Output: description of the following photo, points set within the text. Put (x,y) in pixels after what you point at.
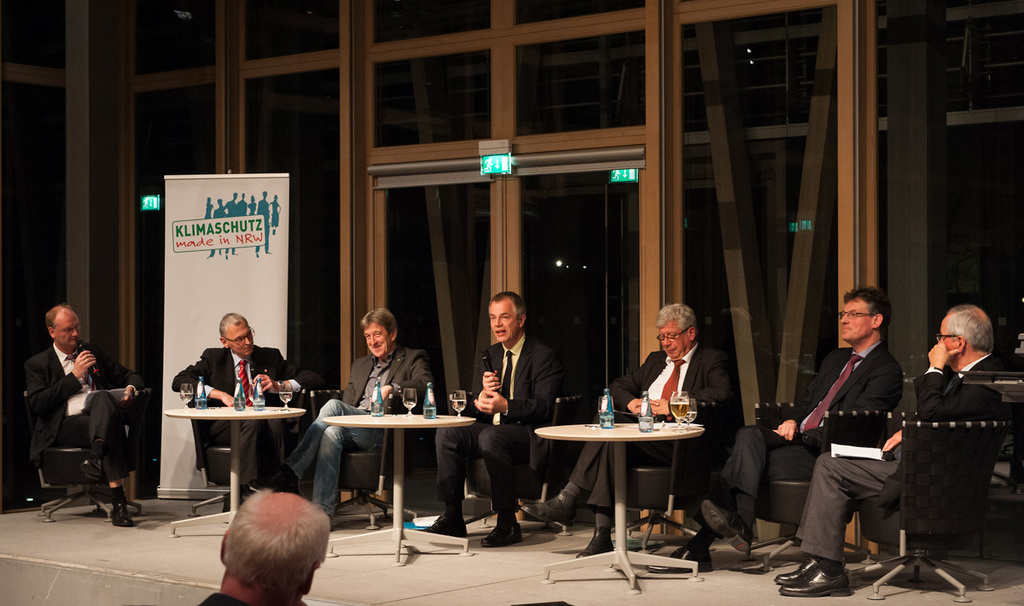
In the image we can see few persons (50,385) were sitting on the chair (842,434) around the table (257,414). The left and the center persons (494,411) were holding microphone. On table (242,412) there is a water bottle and glasses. In bottom (244,589) we can see one man (264,568) standing. In the background (267,84) there is a glass (546,216), sign board (491,158) and light (495,171).
